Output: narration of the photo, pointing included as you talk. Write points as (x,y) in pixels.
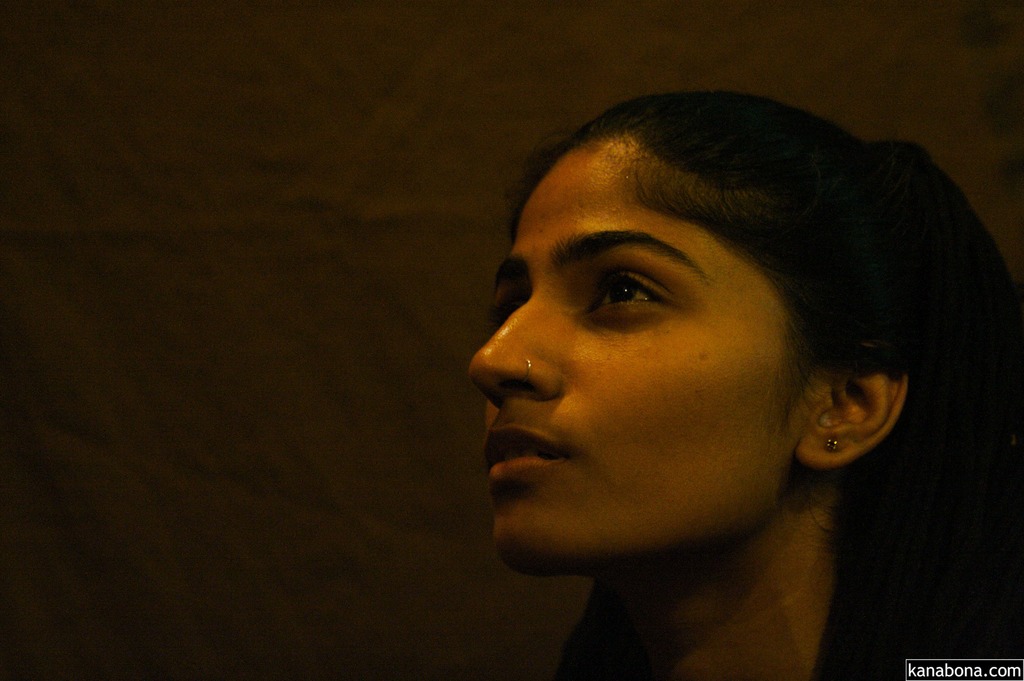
In this image in the front (722,343) there is a woman (694,444).
